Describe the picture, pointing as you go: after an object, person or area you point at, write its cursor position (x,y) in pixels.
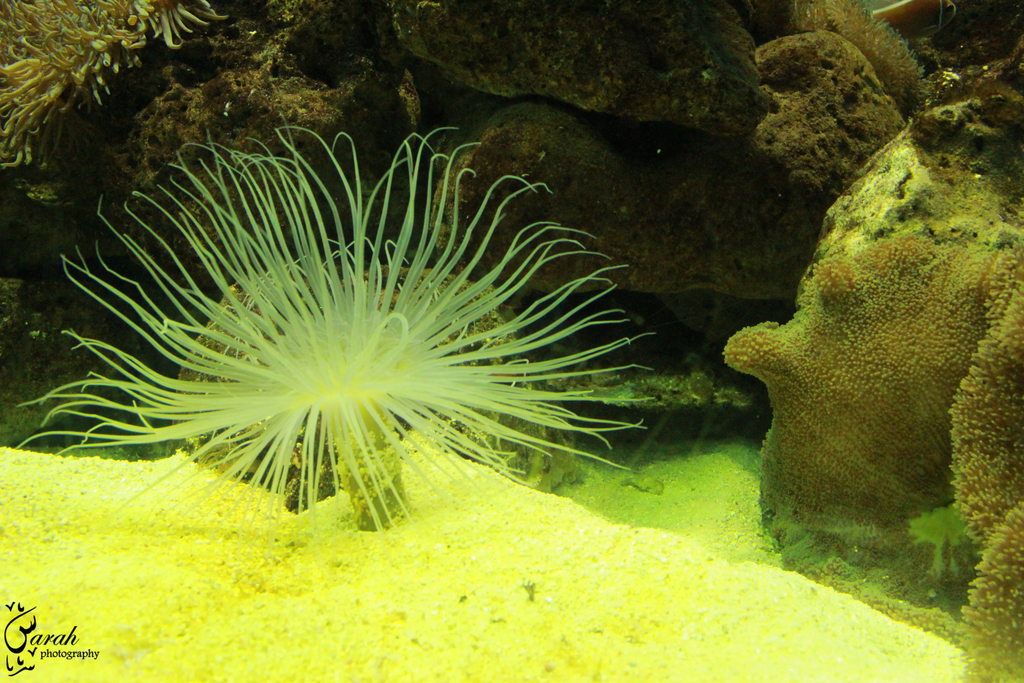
In the foreground of this image (250,389), there are sea plants (76,42) and stones (778,240) under the water (390,603) on the sand (193,632).
